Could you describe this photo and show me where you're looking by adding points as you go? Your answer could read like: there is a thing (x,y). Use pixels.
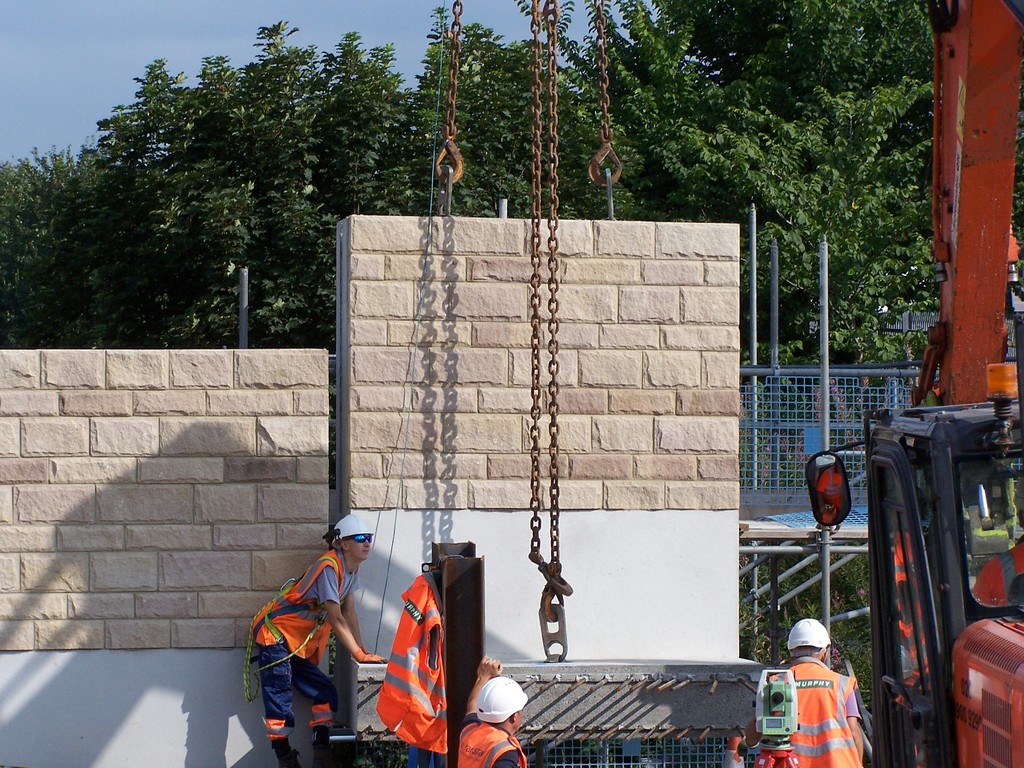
In this image I can see the group of people (482,712) with orange color aprons (802,747) and also white color helmets (506,692). To the right (892,597) I can see the vehicle (951,519). In-front of these people (792,628) I can see the metal chain (536,428). In the back (183,378) there is a wall (183,378), trees (230,63) and the blue sky (180,43).
